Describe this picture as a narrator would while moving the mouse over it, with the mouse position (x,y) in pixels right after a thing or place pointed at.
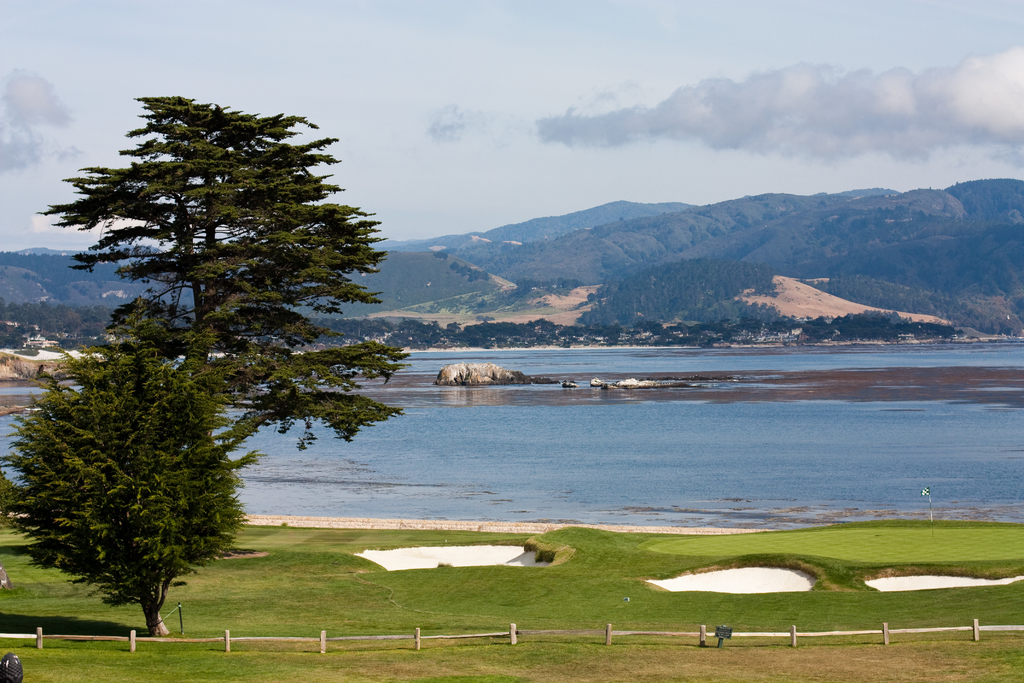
This picture is taken beside the river (542,421). At the bottom (274,619), there is a grass (199,583), trees (158,594) and a fence (185,640). In the center (603,416), there is a river (697,419) with stones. In the background (380,313), there are hills (636,275) covered with trees (688,286) and grass (444,278). At the top (492,71), there is a sky (686,92) with clouds (683,101).
